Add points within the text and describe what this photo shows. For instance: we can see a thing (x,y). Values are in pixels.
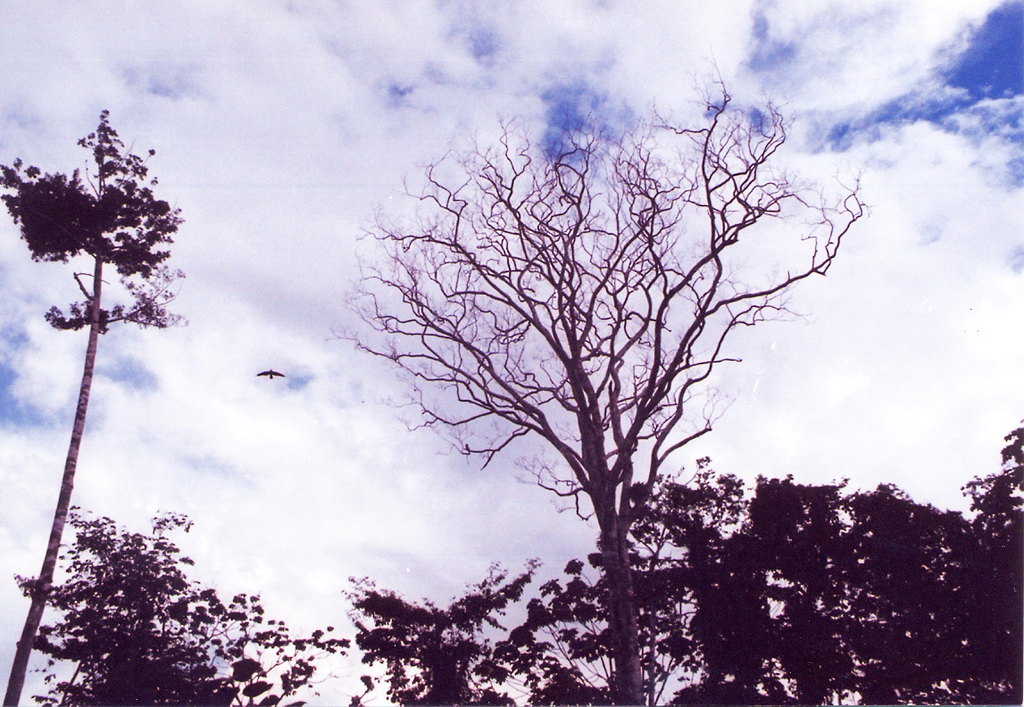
In this image we can see some trees (995,646), one bird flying and there is the cloudy sky (285,415) in the background (160,440).
